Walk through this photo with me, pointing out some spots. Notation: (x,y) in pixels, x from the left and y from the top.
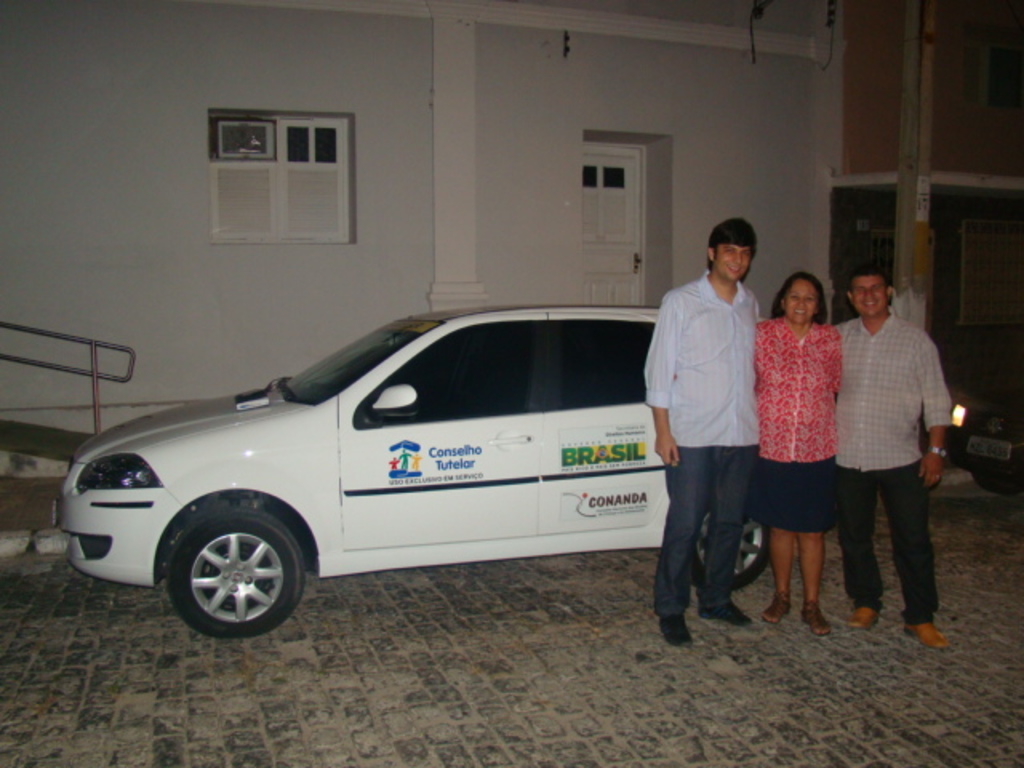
On the right side of the image (826,479), we can see three people (806,479) are standing side by side on the surface (953,739). They are watching and smiling. Background (678,189) we can see vehicles (975,459), walls (768,196), windows (246,197), door (630,240), pillars (907,100) and rods (81,341).
